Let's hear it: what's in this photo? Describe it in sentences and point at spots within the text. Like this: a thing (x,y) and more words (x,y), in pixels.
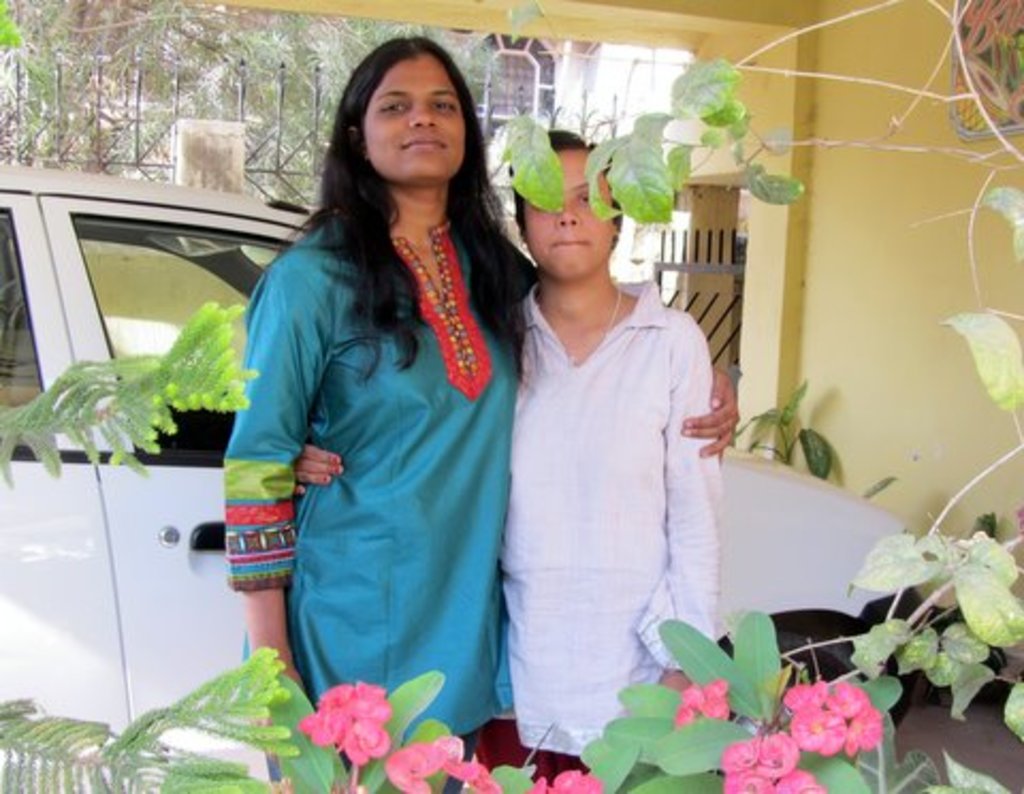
In the image there are two people (467,550) standing and posing for the photo, there are some branches (80,755) of plants (1,777) in the front (20,730) and behind the people (450,471) there is a car (6,537) and behind the car (100,229) there is a gate (706,264) on the right side (698,249).
